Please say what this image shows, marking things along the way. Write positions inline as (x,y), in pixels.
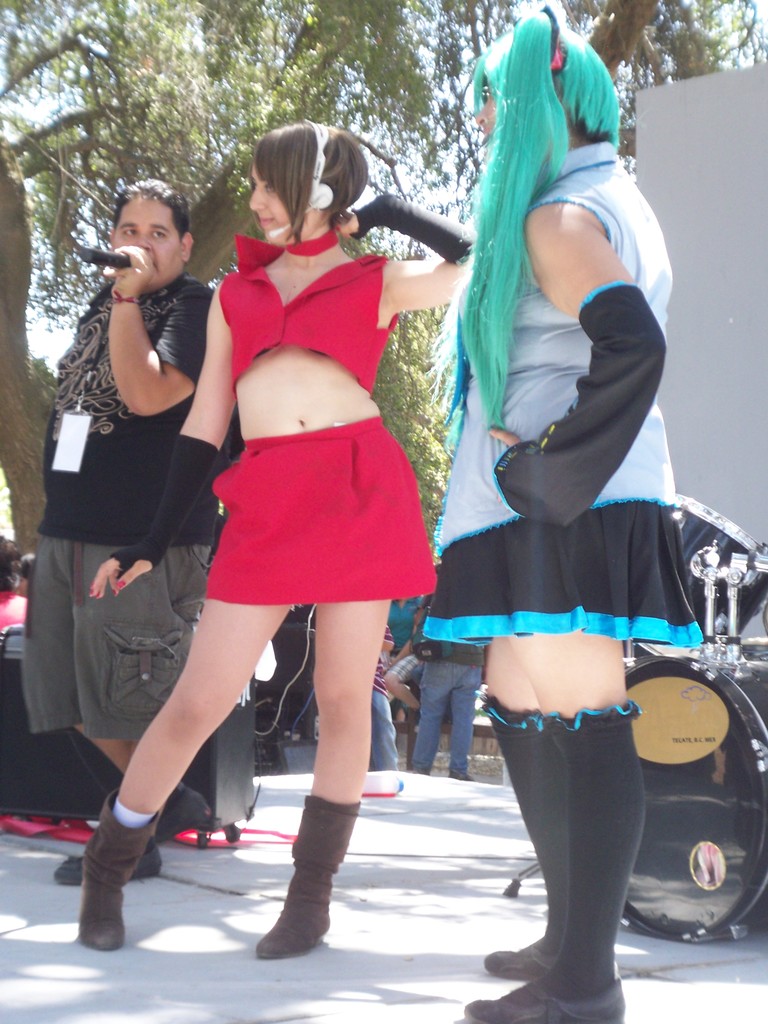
There are people (337,464) standing in the middle of this image (408,532). We can see some objects (698,652) on the right side of this image (695,598) and trees (473,204) in the background (27,167).
